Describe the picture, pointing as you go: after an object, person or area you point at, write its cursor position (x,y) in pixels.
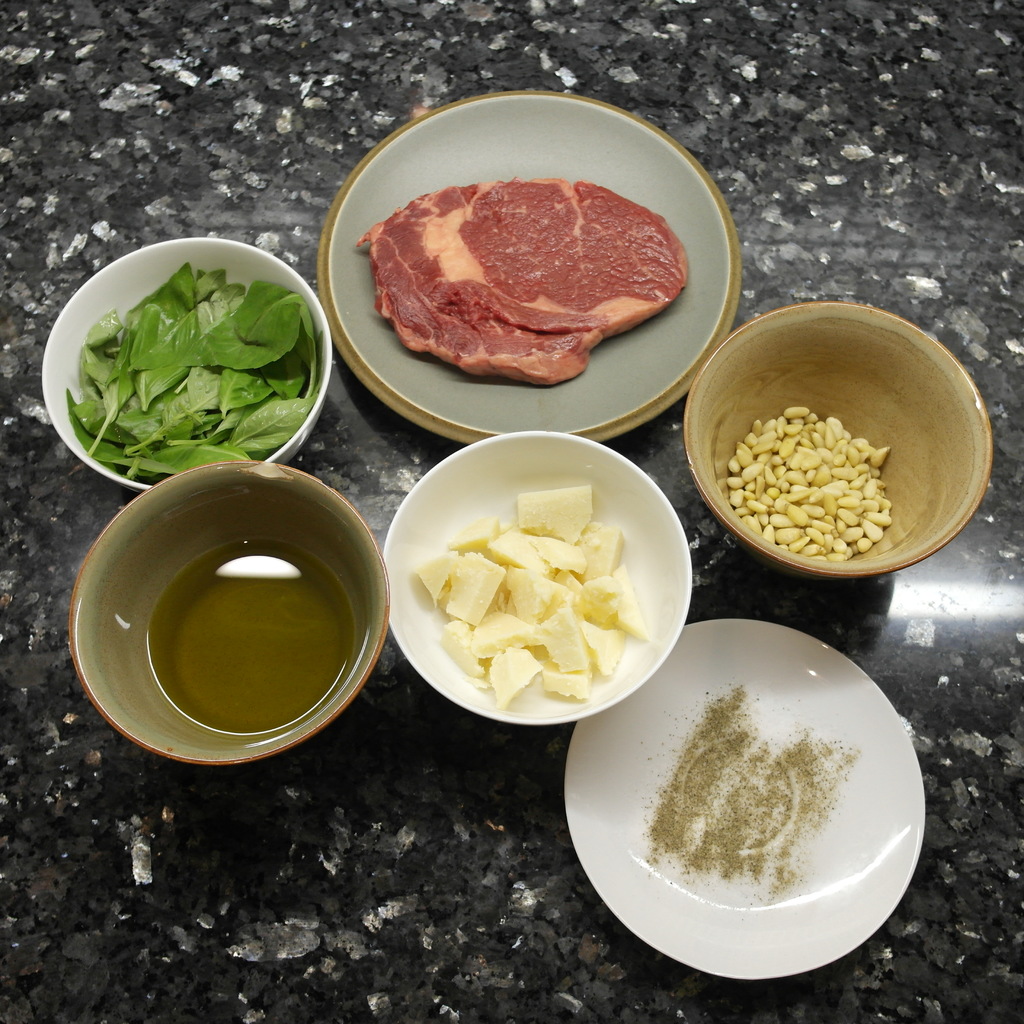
In this image I can see few food items (615,603) in the bowls (641,503) and these are on the black and white color surface (786,581).
